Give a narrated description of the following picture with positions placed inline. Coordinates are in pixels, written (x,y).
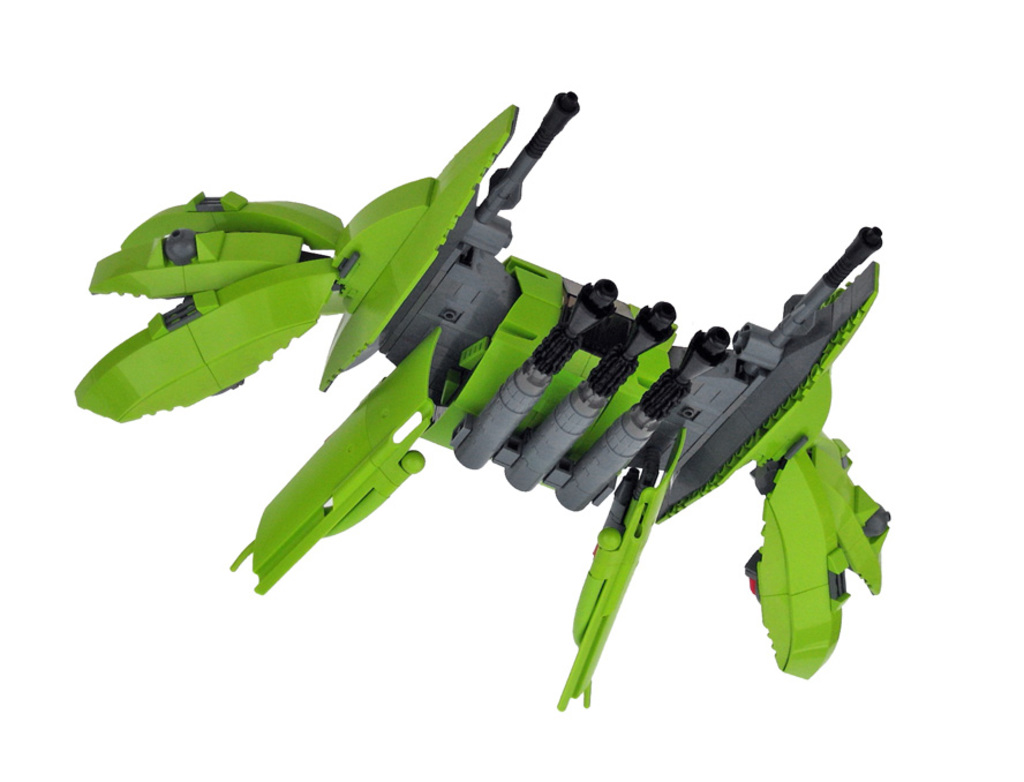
In the center of the image (562,436) we can see a toy model of a machine (339,246).
